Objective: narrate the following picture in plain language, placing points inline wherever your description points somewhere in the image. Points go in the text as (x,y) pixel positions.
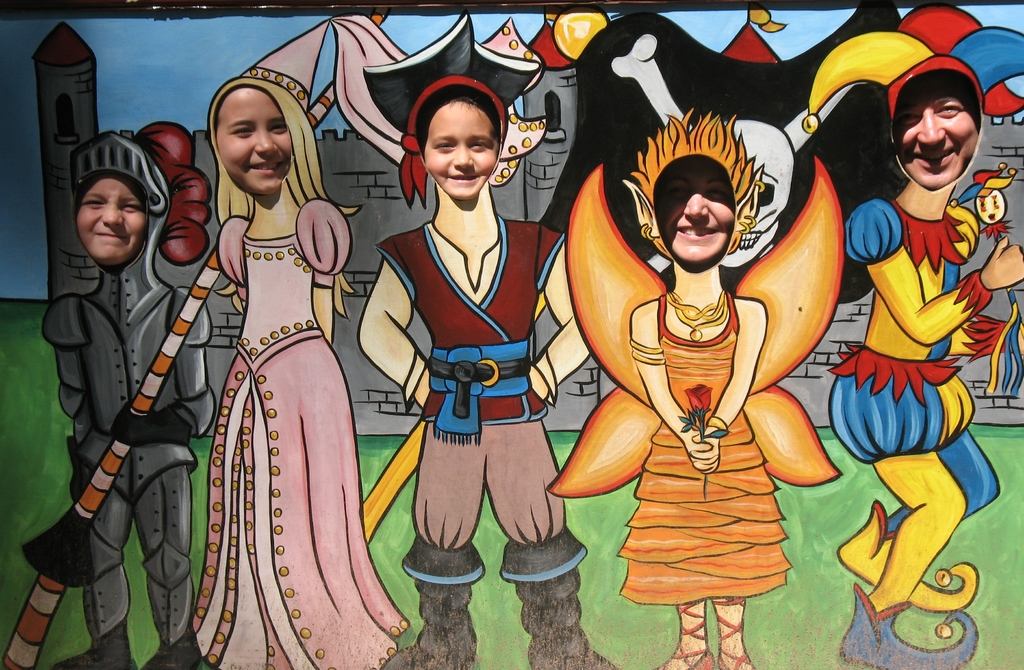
There is a big poster (612,341) of different animated images (687,431) and their heads (223,188) are cut and few people (128,226) are replacing the heads (672,207) of animated images (936,263).
